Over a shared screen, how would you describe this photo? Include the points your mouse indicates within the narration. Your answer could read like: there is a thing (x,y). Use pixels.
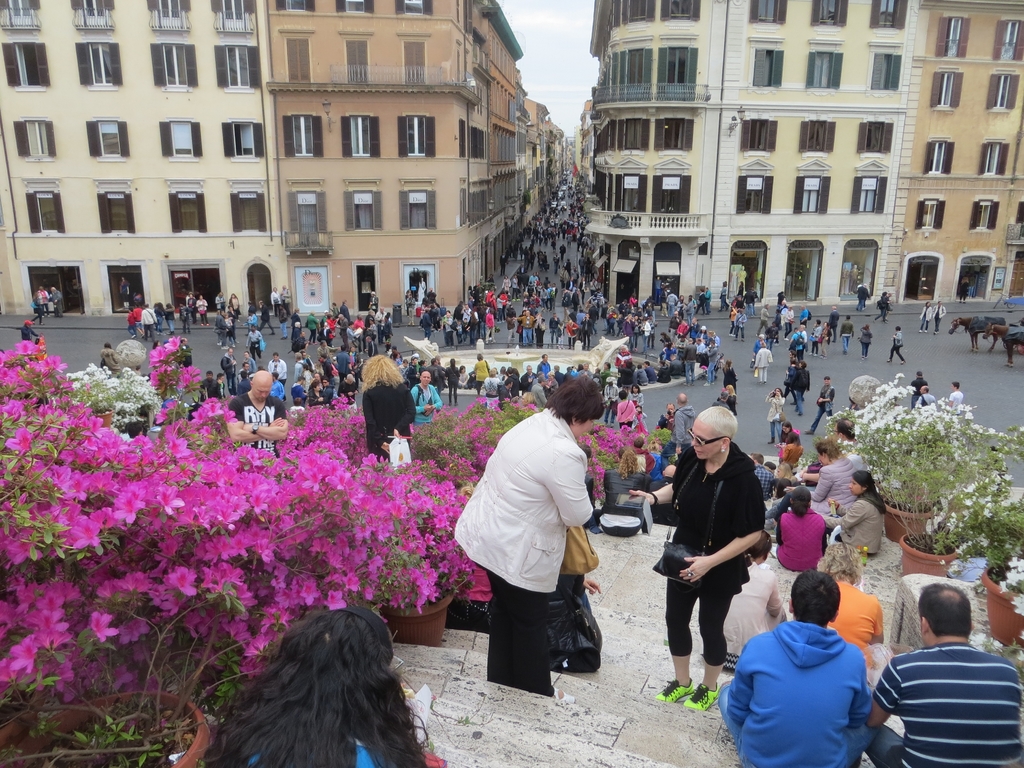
In the image there are many people (673,306) walking and standing on the road (971,396) with buildings (436,279) on either side of it, in the front (13,673) there are many people (780,748) sitting on the steps (525,732) with flower plants (279,488) on either side of it.
